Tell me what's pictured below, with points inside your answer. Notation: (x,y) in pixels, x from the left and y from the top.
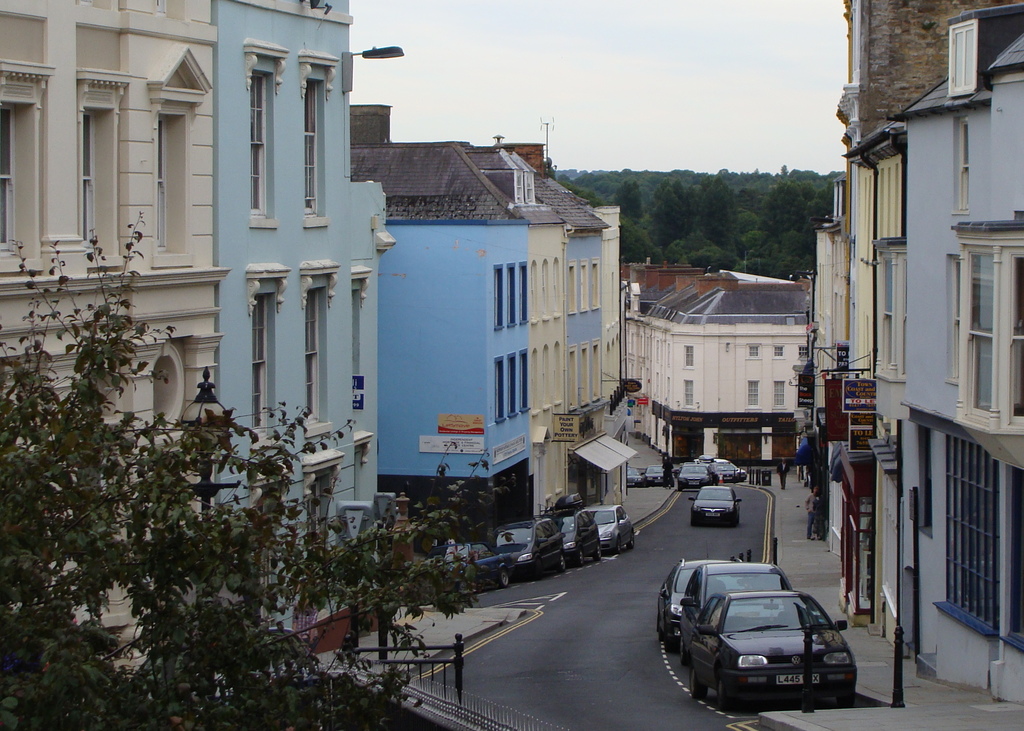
In this image at the bottom (677,596), there are cars (591,553) and road (620,663). On the right (877,338) there are buildings (878,250) and trees (794,248). On the left (333,348) there are buildings (342,353), windows (313,226), light (369,56) and sky (532,111).
